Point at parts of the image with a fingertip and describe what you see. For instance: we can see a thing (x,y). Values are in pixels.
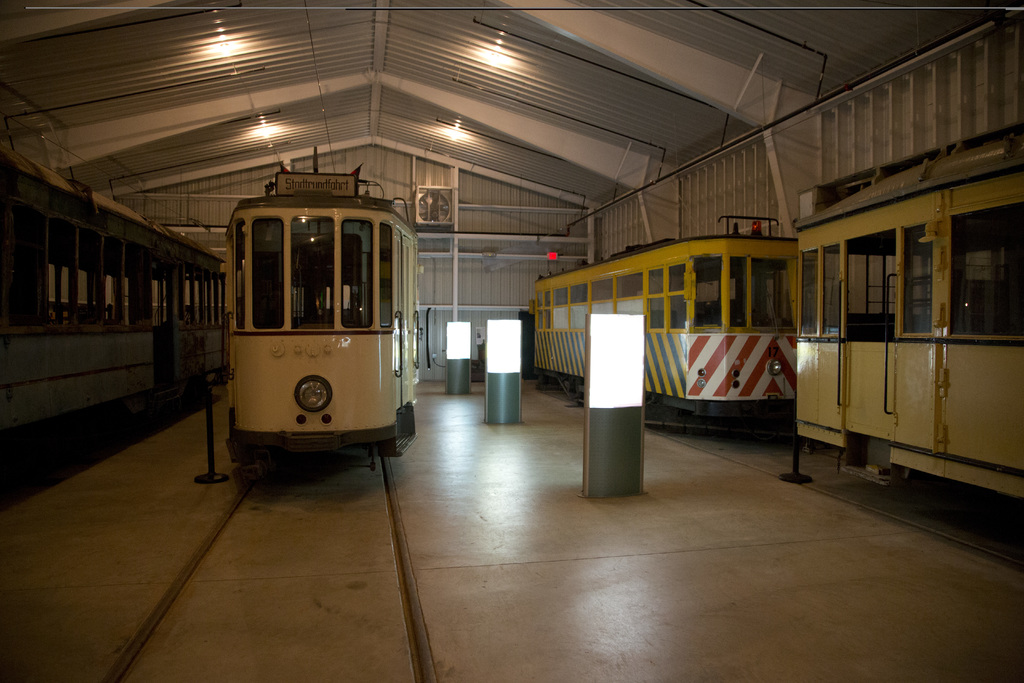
In this image we can see some trains (331,432) on the track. We can also see some poles (609,462) with lights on the floor (577,531). On the backside (244,148) we can see a roof (244,162) with some ceiling lights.
